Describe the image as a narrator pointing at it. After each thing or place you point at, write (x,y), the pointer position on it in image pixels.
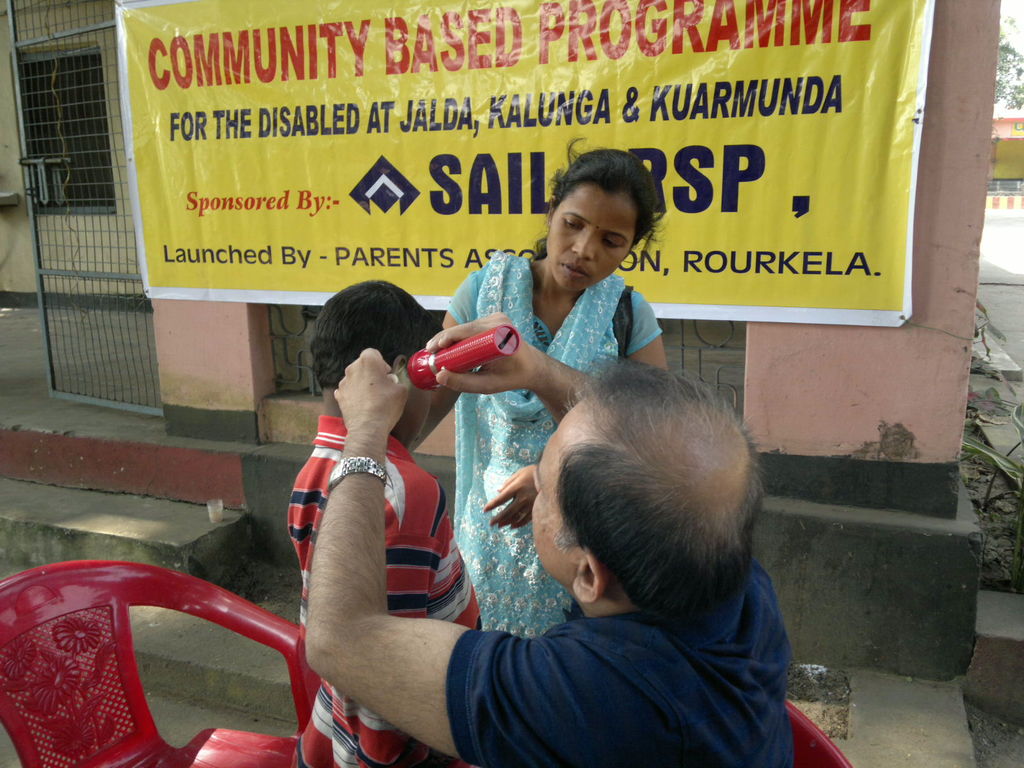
There is one man (598,644) holding a torch (421,357) as we can see at the bottom of this image (559,737). There is one woman (503,408) and a kid (402,421) standing behind this person (538,666). There is a chair (81,735) in the bottom left corner of this image (175,629) and there is a building (217,346) in the background (220,401). We can see a banner (331,85) at the top of this image (585,103).
